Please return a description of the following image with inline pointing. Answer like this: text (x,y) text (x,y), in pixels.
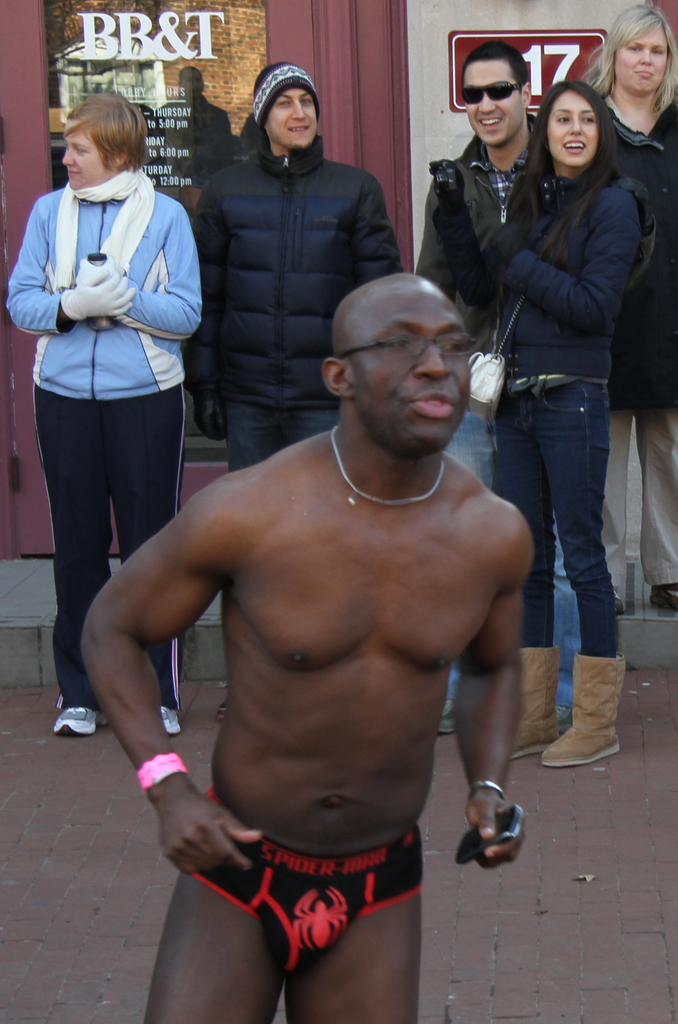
In this picture we can see a group of people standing on the road (11,805).
